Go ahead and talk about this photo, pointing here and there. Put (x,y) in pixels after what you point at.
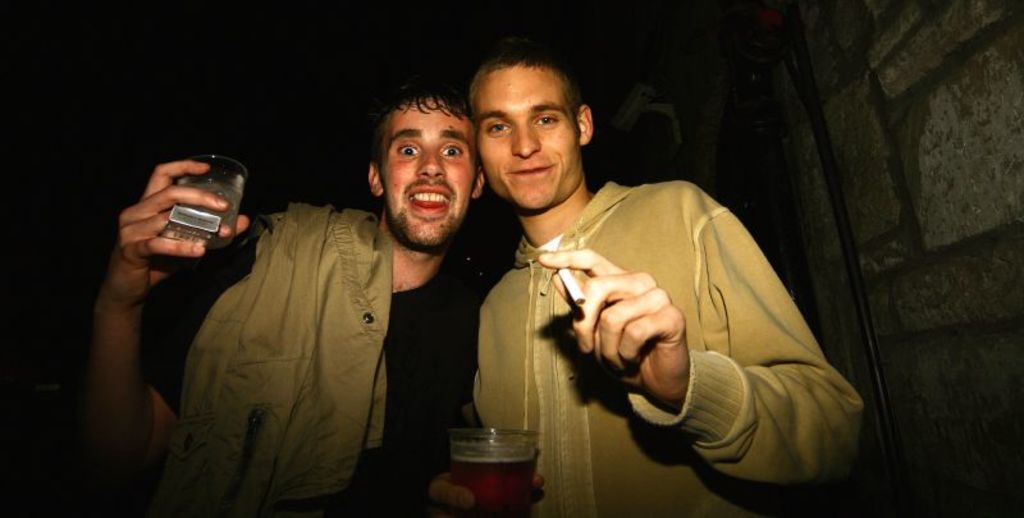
There are two men (437,316) standing holding glass (228,202) in one hand (214,193) and cigarette (561,272) in another hand (602,282).
